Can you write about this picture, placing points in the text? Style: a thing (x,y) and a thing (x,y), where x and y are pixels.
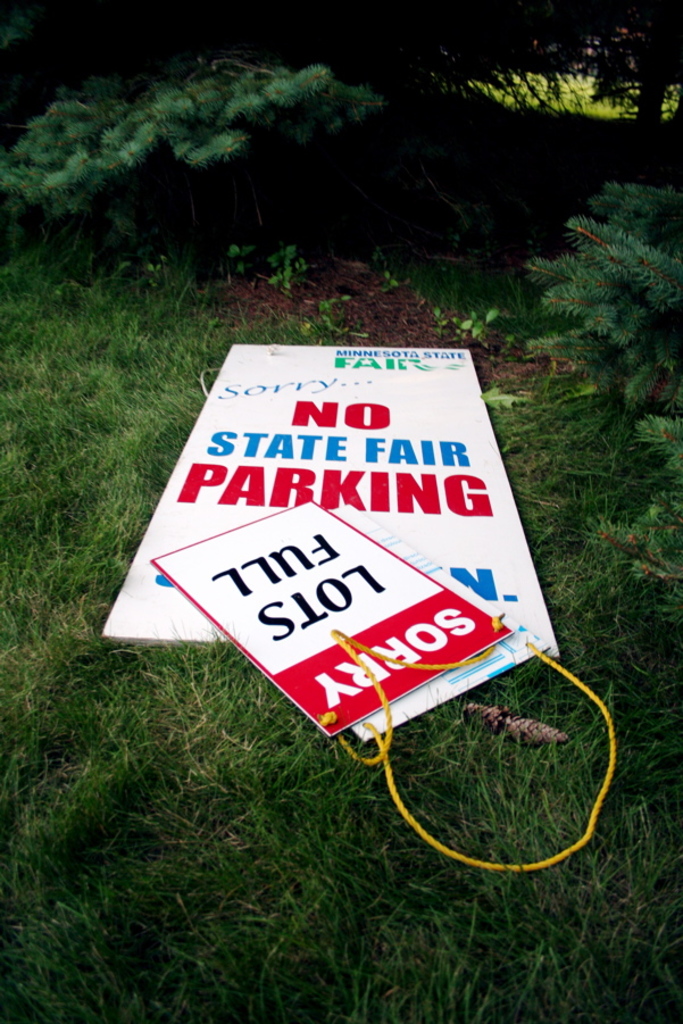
In this image in the center (387,436) there are some boards (361,460) and at the bottom (553,915) there is grass (602,463), in the background (455,129) there are trees (437,94).
